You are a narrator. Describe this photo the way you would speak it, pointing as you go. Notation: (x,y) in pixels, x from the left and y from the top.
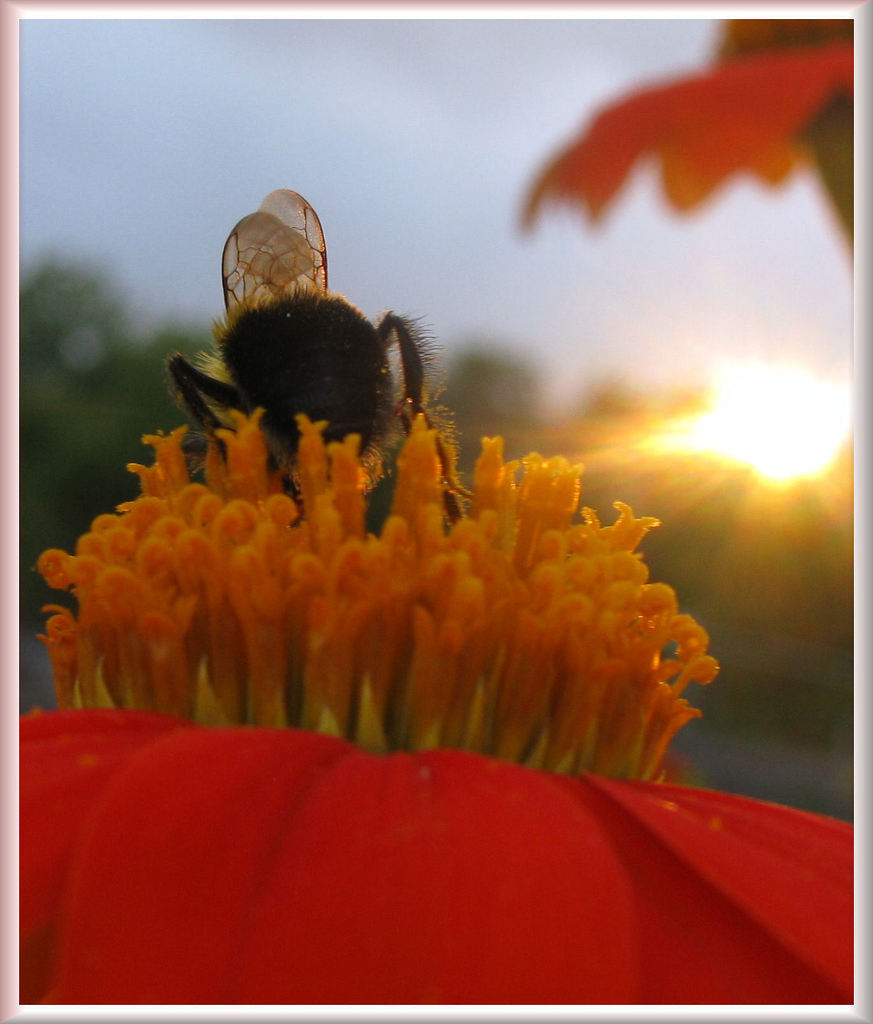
In this picture I can see there is a bee (294,412) sitting on the pollen grains (443,717) of the flower (436,868) and the flower (535,898) has red color petals (508,849). The backdrop (829,783) is blurred.
